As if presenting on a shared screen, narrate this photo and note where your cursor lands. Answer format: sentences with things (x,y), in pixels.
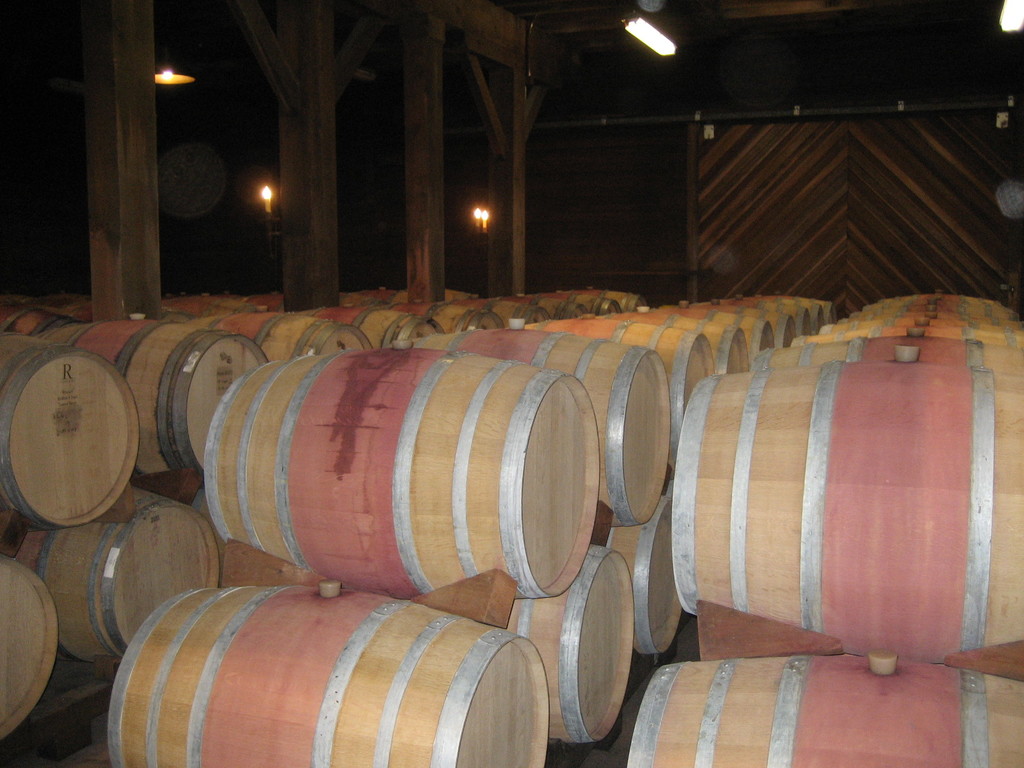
At the top of the image (405,180) we can see pillars (501,132), electric lights (627,24) and walls (461,188). At the bottom of the image (356,549) we can see barrels (329,549) arranged in rows.
